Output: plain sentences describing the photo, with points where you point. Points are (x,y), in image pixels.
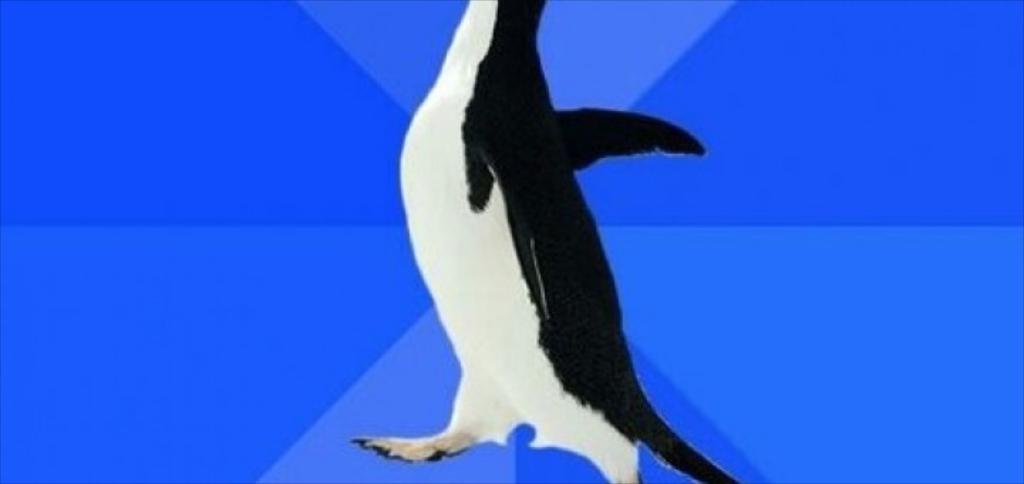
In this image, at the middle (438,296) there is a black and white color animal (474,306) and there is a blue color background (337,428).
